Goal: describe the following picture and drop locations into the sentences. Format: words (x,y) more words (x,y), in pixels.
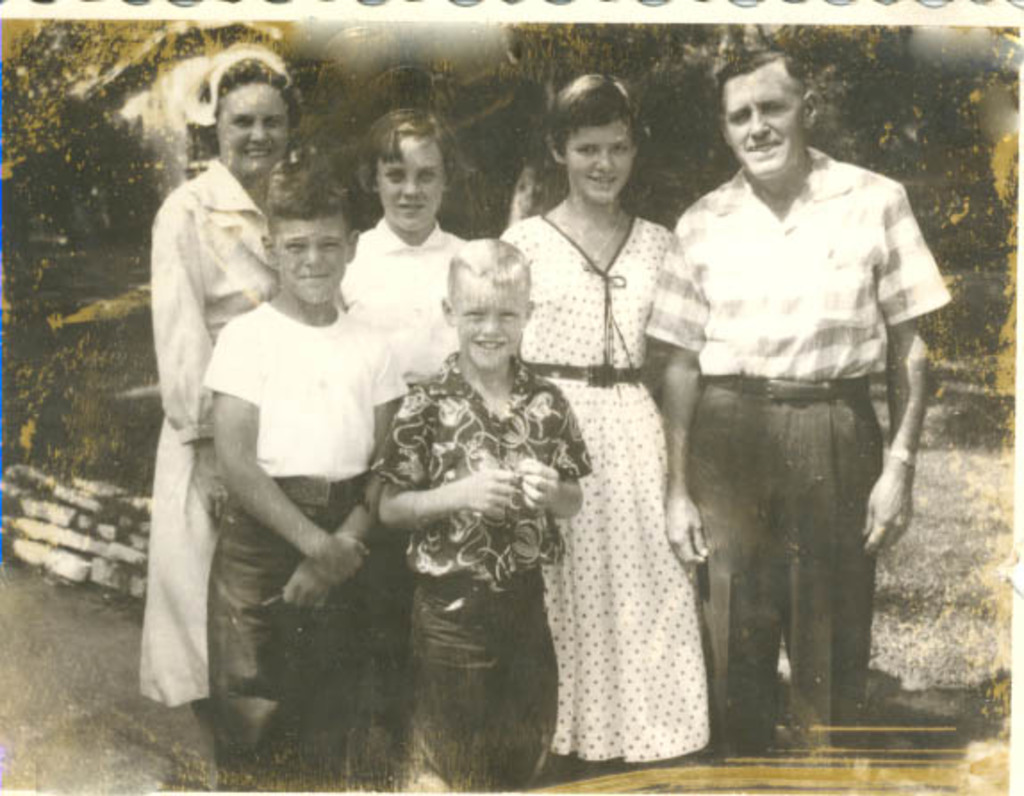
This is an edited image in which there are persons (580,420) standing and smiling. In the background (312,140) there are trees (893,69), there are walls (49,533) and there is dry grass (952,565) on the ground (952,565).
